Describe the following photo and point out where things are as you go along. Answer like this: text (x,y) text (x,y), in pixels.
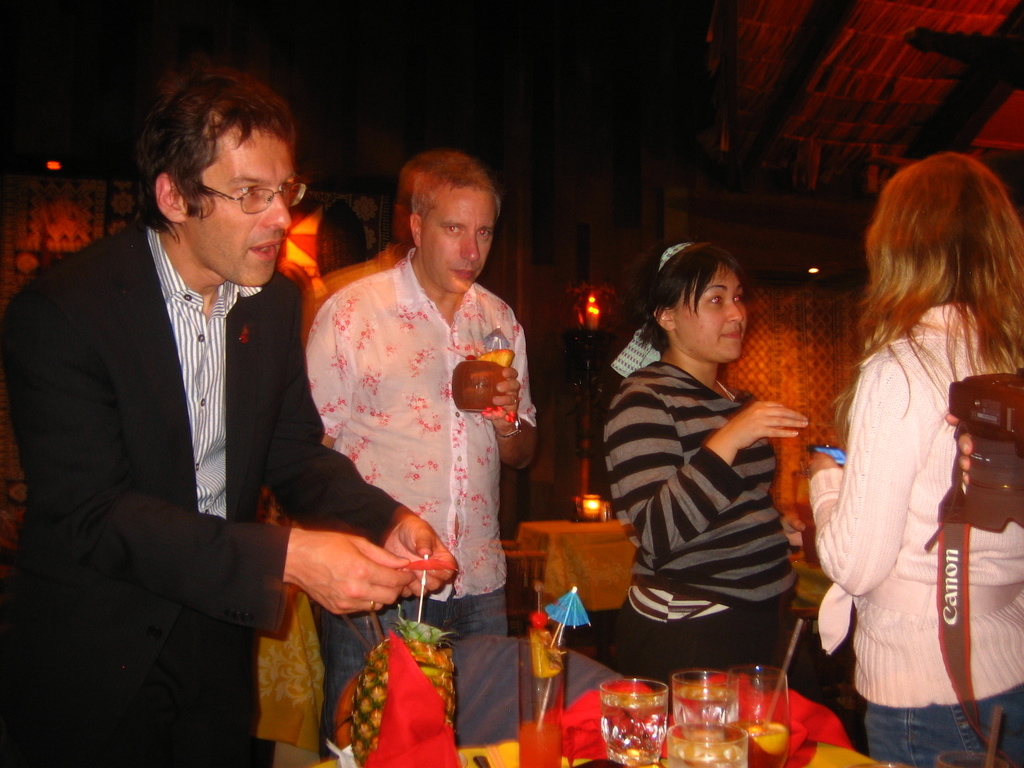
In this picture there are people (378,547) standing and we can see glasses (542,679), umbrellas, pineapple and objects (592,724) on the table (513,753). In the background of the image (598,330) we can see chairs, table (580,562) and lights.
